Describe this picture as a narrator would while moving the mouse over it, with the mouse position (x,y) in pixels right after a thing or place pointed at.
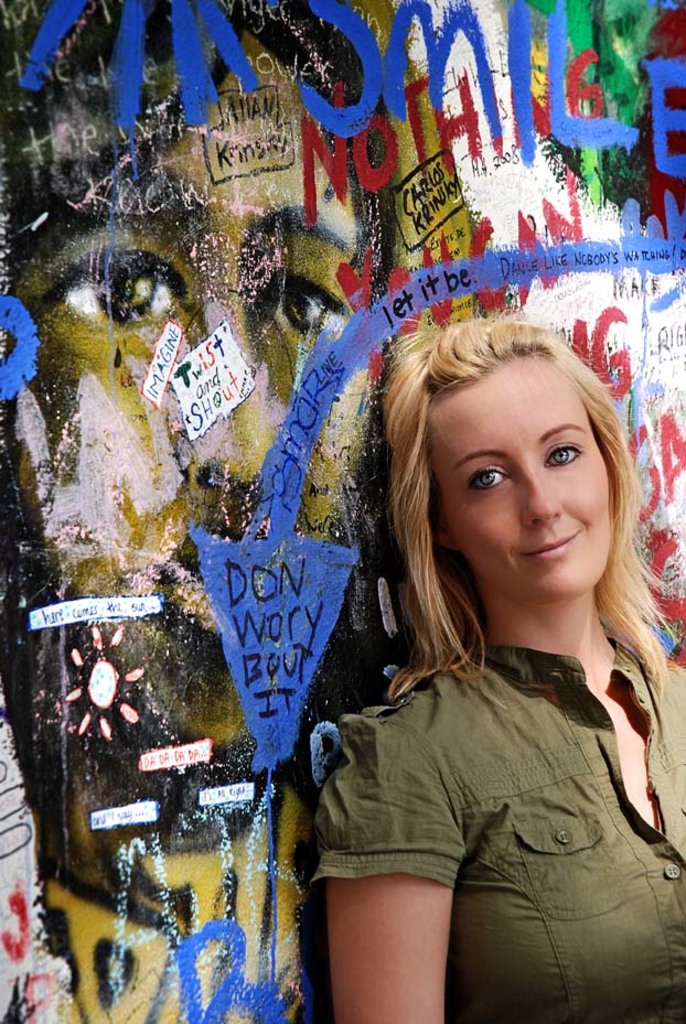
In this image we can see a woman (496,752) and she is smiling. In the background (333,247) we can see painting (443,243) and something is written on the wall (203,313).
